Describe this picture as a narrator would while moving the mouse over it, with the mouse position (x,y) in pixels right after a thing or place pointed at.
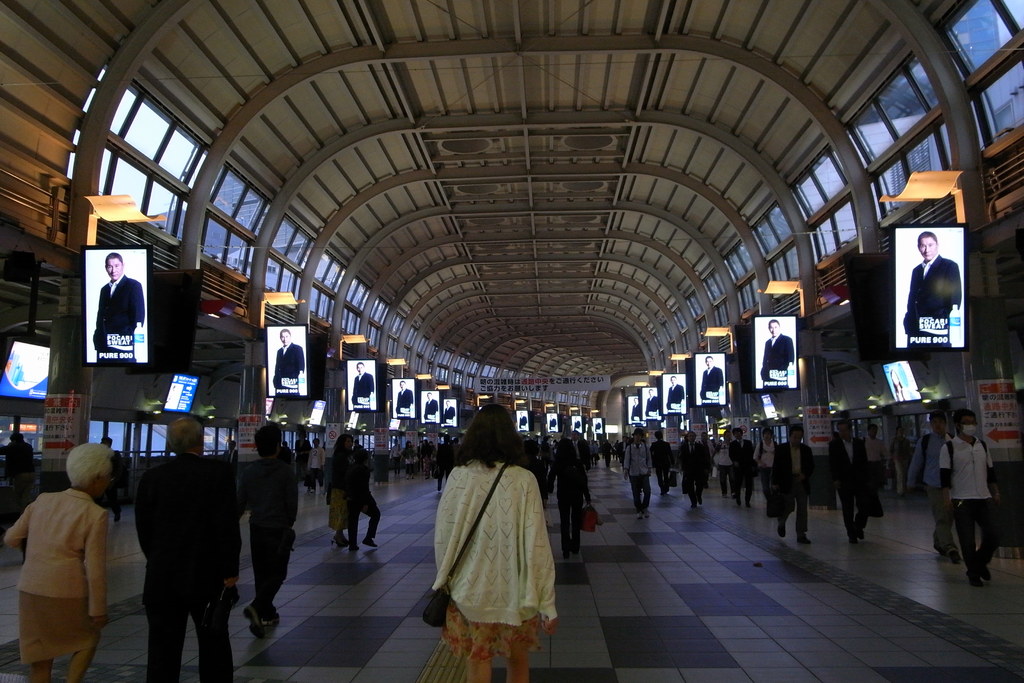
This is an inside view of a shed (825,492). At the bottom (412,564) there are many people (470,462) walking on the floor (678,558). On the right (839,350) and left side of the image (141,350) I can see the windows (101,430) to the walls (159,227) and there are many boards (140,319) on which I can see an image of a man (927,307). At the top of the image (609,104) I can see the roof (576,152).
